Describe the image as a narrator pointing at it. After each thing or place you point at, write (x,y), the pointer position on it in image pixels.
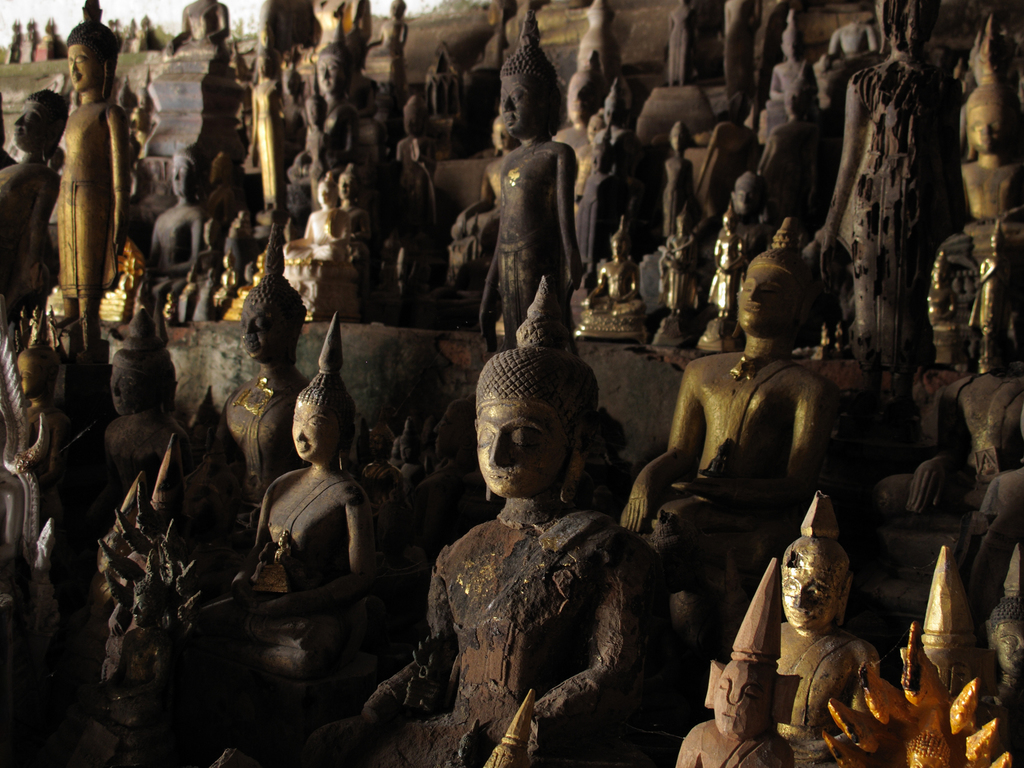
In this image we can see statues (577,219).
